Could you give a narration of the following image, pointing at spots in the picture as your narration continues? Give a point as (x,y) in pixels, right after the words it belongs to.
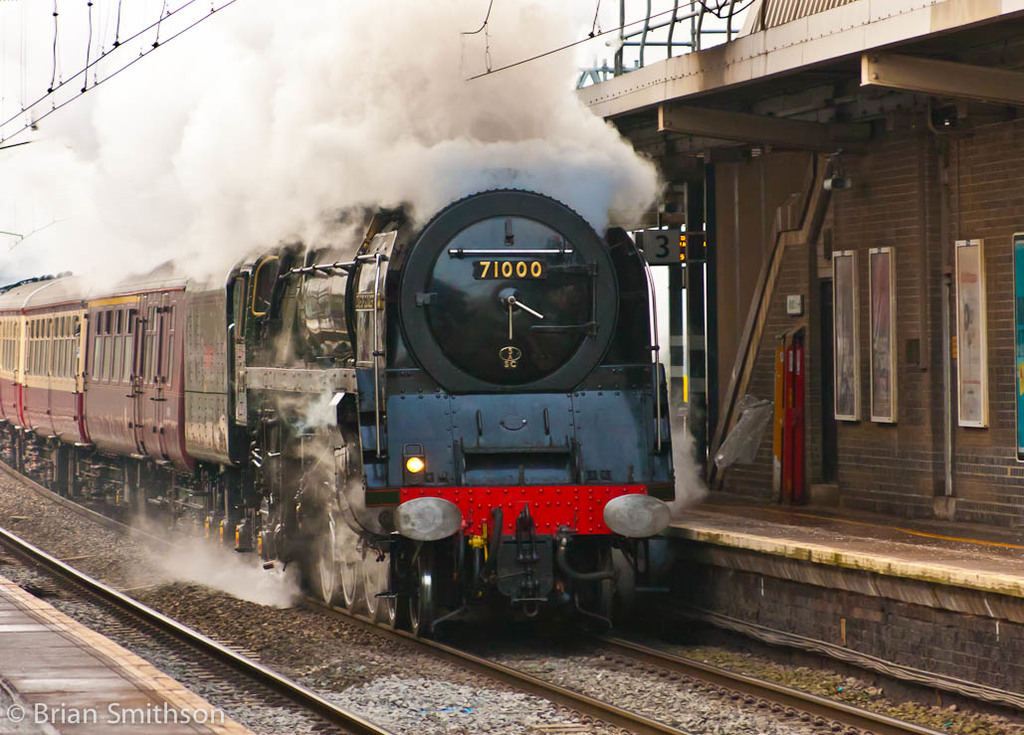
In the center of the image (642,412) we can see a train (343,405). In the background of the image (85,76) we can see the smoke (376,119), wires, boards (964,387) on the wall (900,432), signboard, rods (620,9). At the bottom of the image (308,595) we can see the railway track (492,668), platform (124,671). In the bottom left corner (172,714) we can see the text (203,715).
